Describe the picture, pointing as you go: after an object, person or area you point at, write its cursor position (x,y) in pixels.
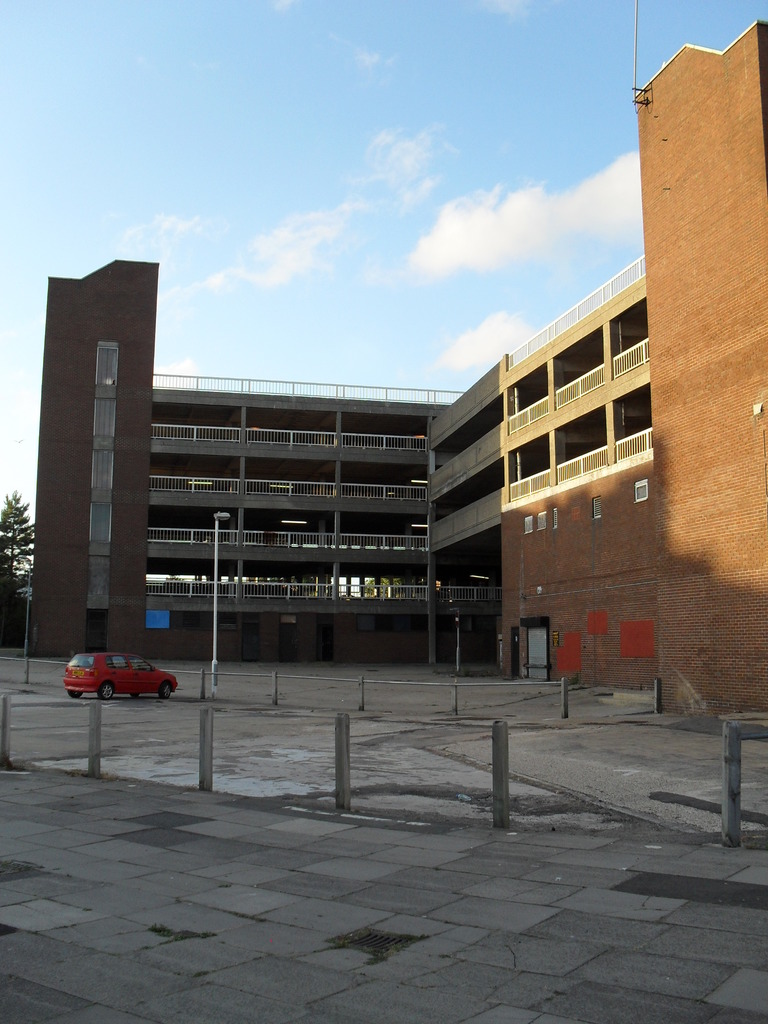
In this image there is the sky (307,136), there are clouds (447,230) in the sky (402,222), there is a building (398,489) truncated, there is a tree (13,530) truncated towards the left of the image (13,516), there is a streetlight (221,518), there is a pole (216,564), there is a car (144,670), there is a fencing (306,676), there is an object (732,778) truncated towards the right of the image (735,753).
